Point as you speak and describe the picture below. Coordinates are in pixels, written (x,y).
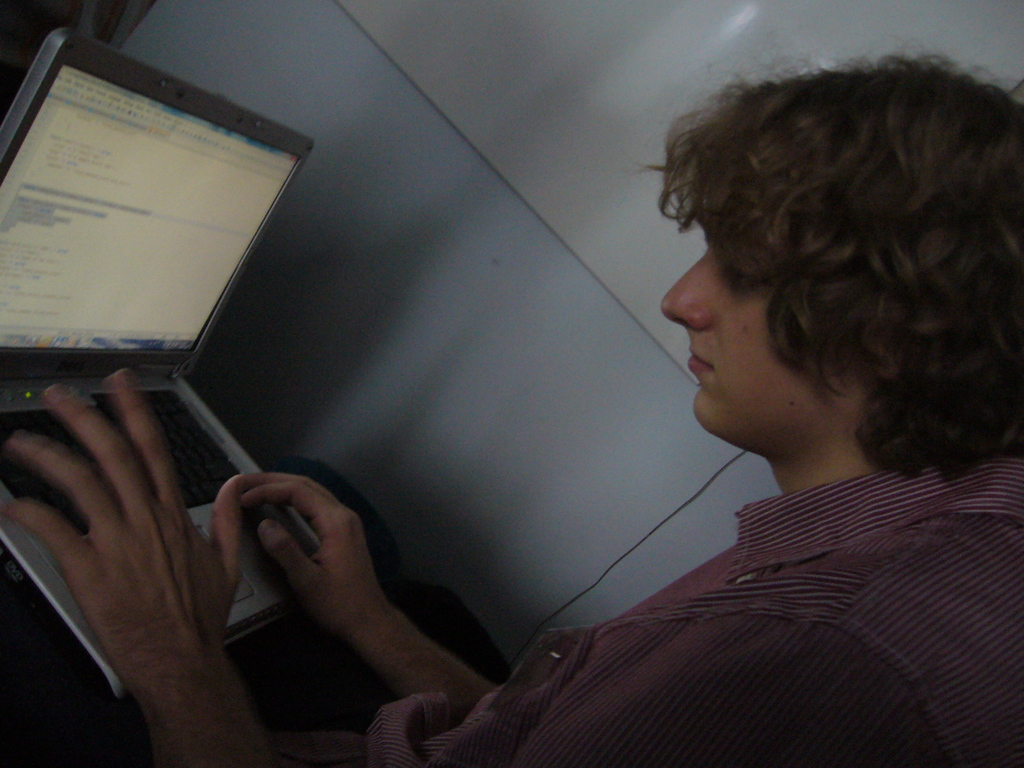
In this picture there is a boy (705,723) wearing pink color shirt (585,704), sitting on the chair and working on the laptop (103,337). Behind there is a white color wall (399,204).
